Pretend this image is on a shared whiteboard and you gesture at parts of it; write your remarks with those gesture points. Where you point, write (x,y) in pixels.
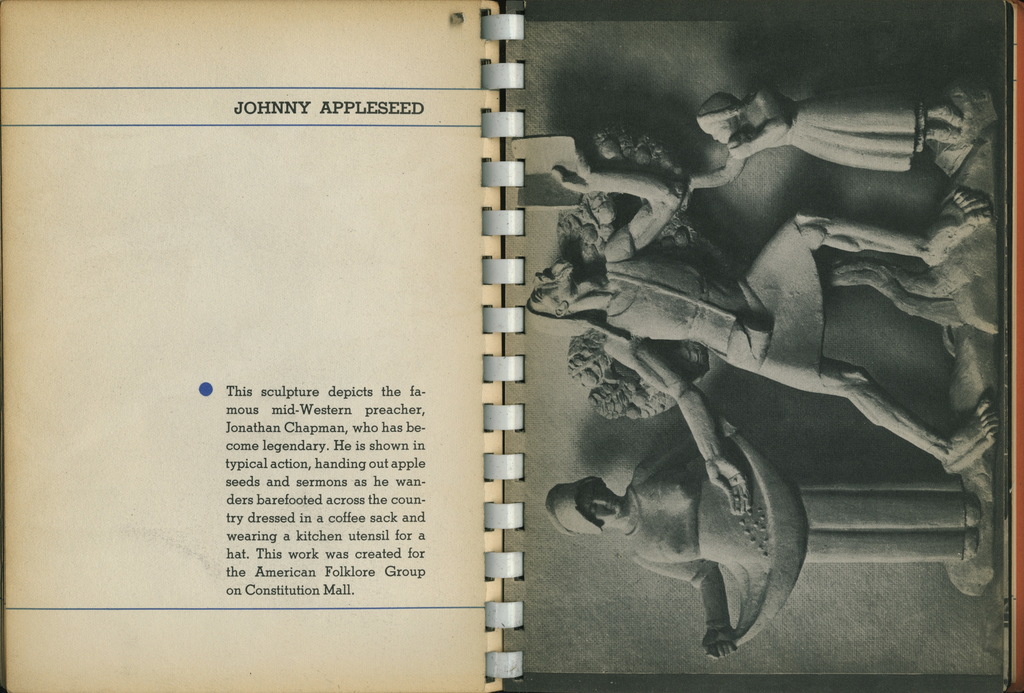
In this picture we can see pages (293,191) of a book (884,295) and on these pages (303,294) we can see statues (688,279) and some text (364,101).
